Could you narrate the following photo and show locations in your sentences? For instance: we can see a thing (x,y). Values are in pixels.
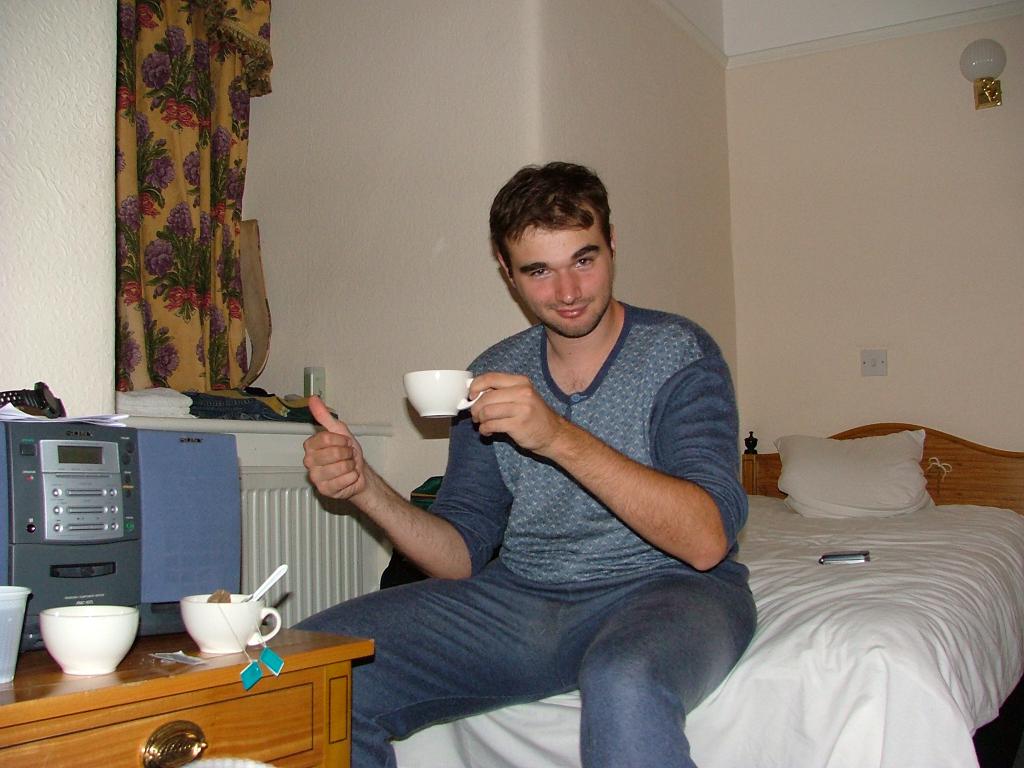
On the background (591,133) we can see a wall (963,91), a curtain (236,42) and a light (971,71). Here we can see one man (733,503) sitting on a bed (886,583), holding a cup (433,401) in his hand (500,406). Here we can see a music player (87,504) On the tables (125,709) and also two cups (222,644) and a glass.
